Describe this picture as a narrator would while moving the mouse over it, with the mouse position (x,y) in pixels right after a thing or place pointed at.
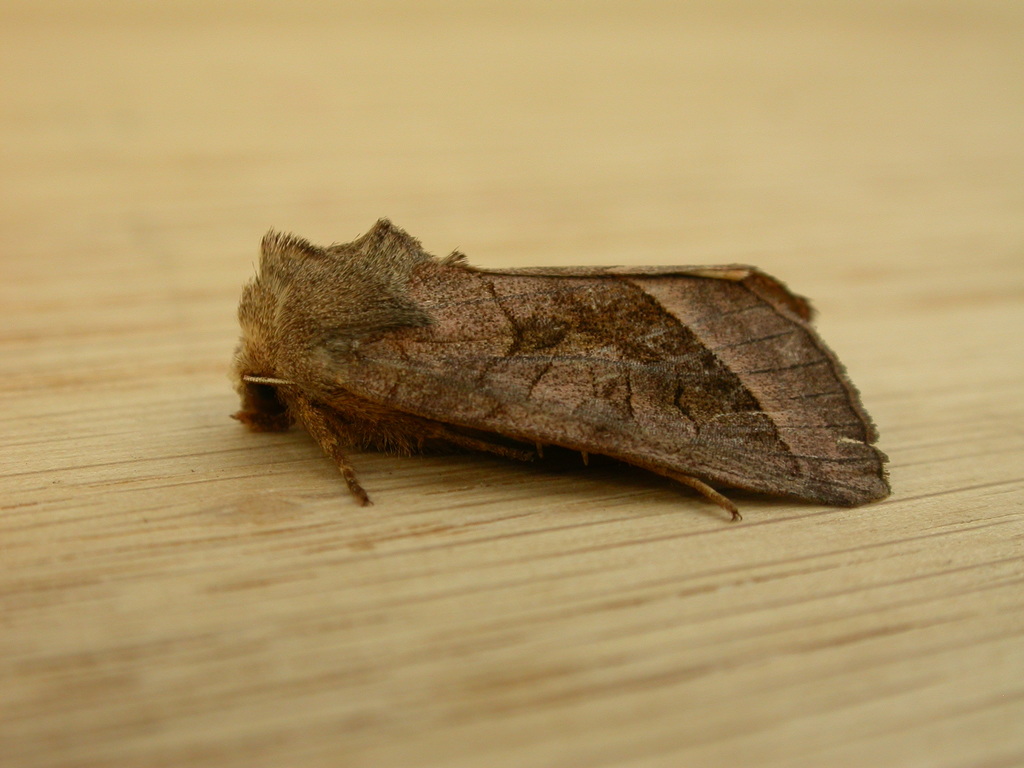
In this picture there is an insect (749,361). At the bottom (564,695) there is a wooden floor (520,617) and the insect (525,362) is in brown color.
